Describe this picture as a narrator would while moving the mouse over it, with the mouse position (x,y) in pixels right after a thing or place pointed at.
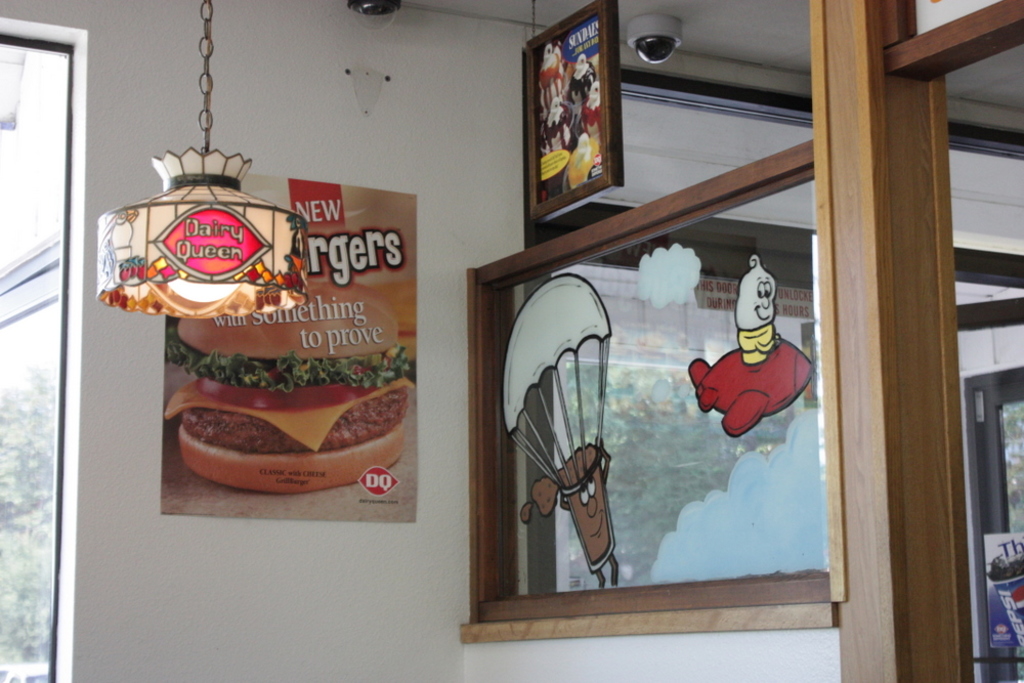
In this picture we can see a light (218,269), cameras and few paintings (582,475) on the glass (678,403), and also we can see a poster (381,474) on the wall (361,560), in the background (38,466) we can see trees (18,507).
